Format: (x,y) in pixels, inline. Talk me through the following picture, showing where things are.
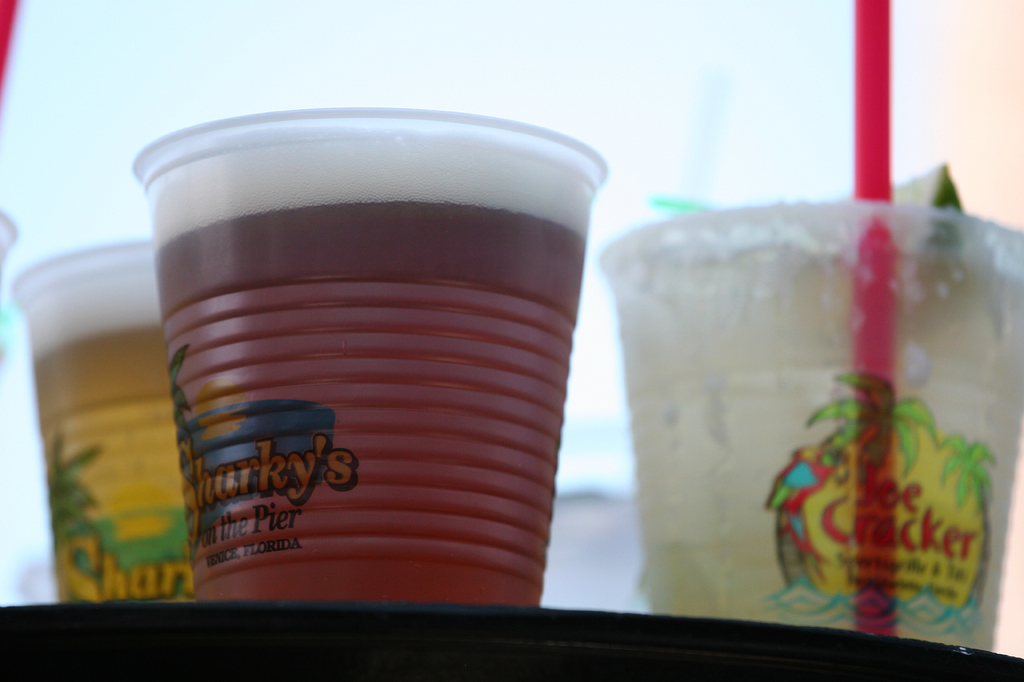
In this picture we can see few glasses (261,500) with drinks (326,506) in it and in one glass (653,531) we can see a straw (868,326) and these all are on the platform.
